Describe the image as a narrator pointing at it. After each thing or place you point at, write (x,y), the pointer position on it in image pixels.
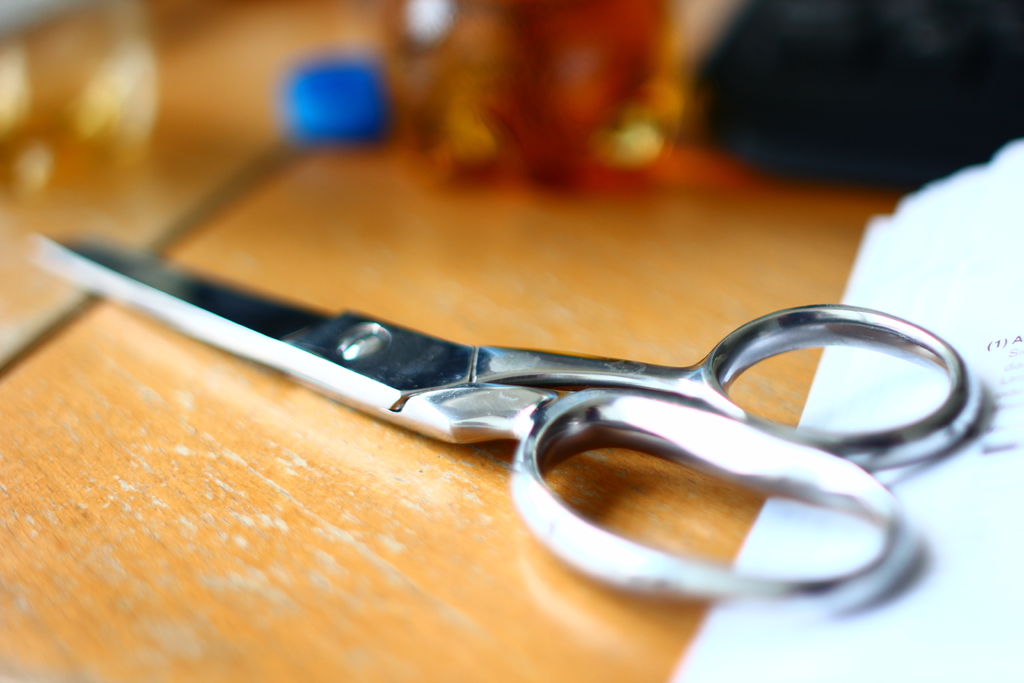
There is scissor (531,434), paper (853,550) is present on the wooden object (311,505).
